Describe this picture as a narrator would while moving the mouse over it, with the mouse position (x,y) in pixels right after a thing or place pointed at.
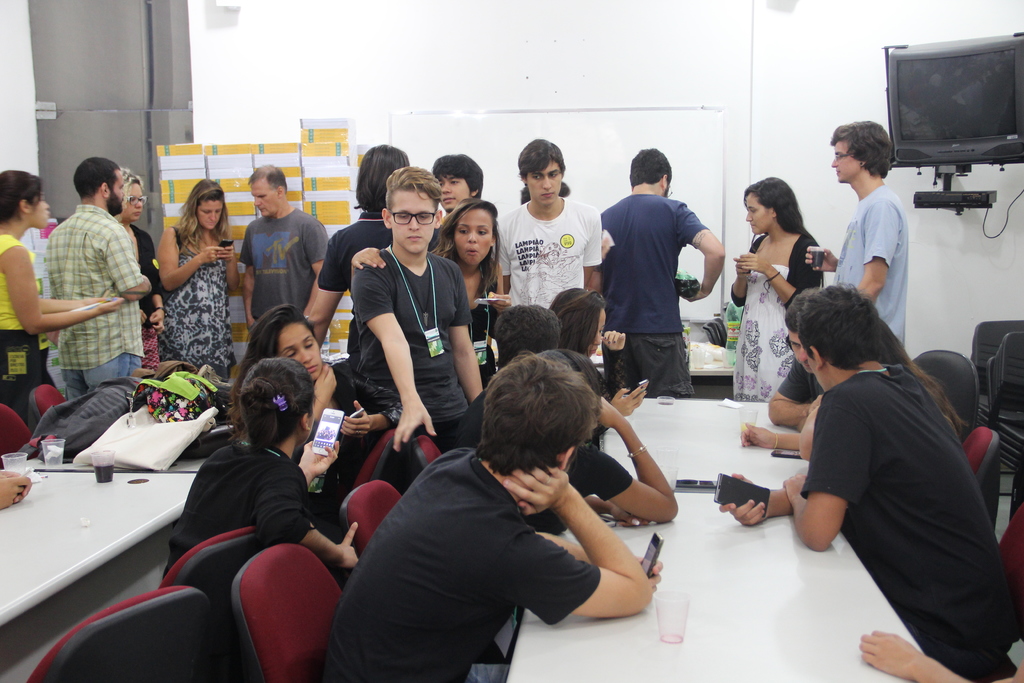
Left people (221,277) are standing at here people (912,429) who are sitting in the chairs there is a T. V (936,120). in the right (971,82).
